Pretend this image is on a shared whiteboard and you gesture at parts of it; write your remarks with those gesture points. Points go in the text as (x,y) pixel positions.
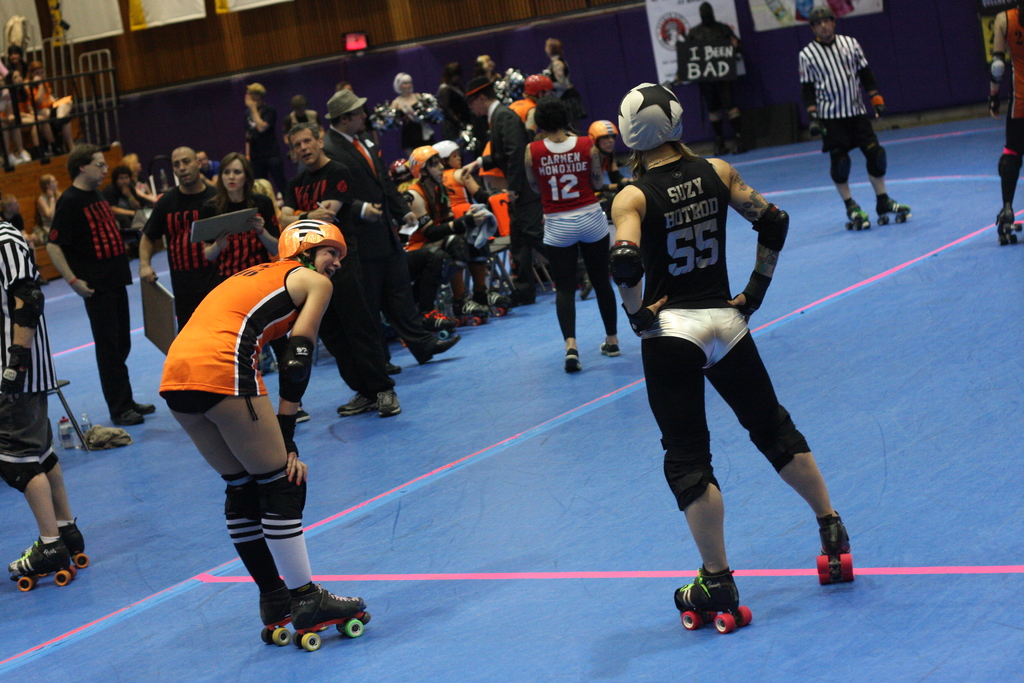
In this image, there are a few people (228,310). Among them, we can see some people (726,173) wearing skate shoes (710,582). We can see the ground (489,572) and the wall (209,101) with some objects (654,29). We can see the fence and some boards (875,11) with text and images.
